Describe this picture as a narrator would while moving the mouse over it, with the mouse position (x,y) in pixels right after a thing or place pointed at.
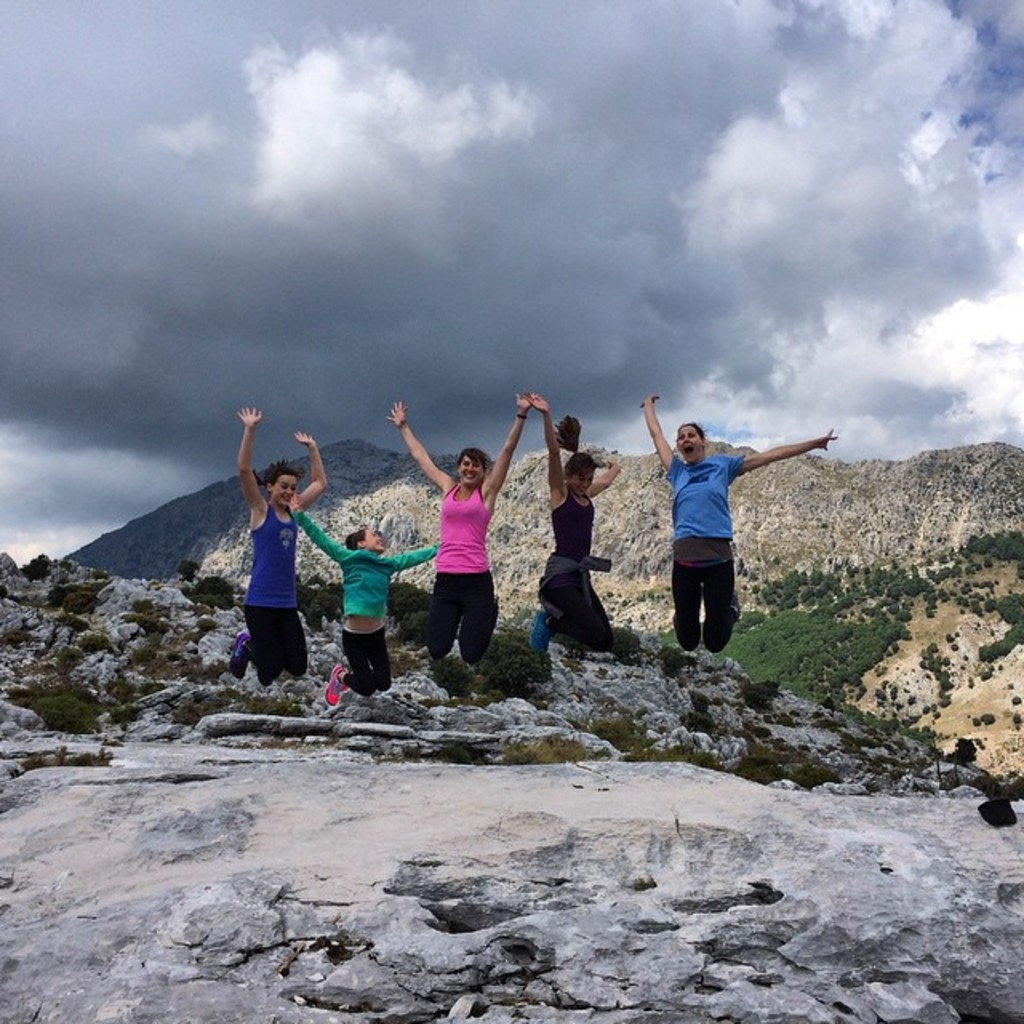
In this image there are a few people (362,623) jumping in the air (809,425), beneath them there is a rock (481,710), in the background of the image (530,702) there are trees (773,667) and mountains (352,511), at the top of the image (428,148) there are clouds (387,392) in the sky (345,385).
